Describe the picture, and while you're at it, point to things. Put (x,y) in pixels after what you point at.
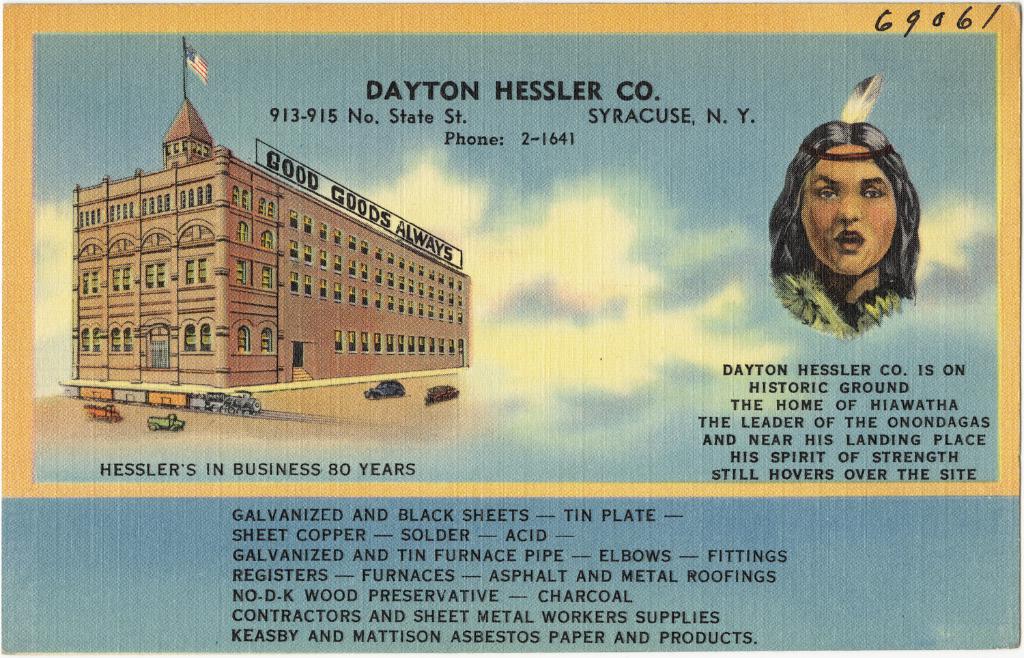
In this image there is one paper (103,264) on the paper (396,490) there is some text (369,122) written, and on the left side (258,254) there is one building (283,336) and on the right side (818,246) there is one woman (852,263).
